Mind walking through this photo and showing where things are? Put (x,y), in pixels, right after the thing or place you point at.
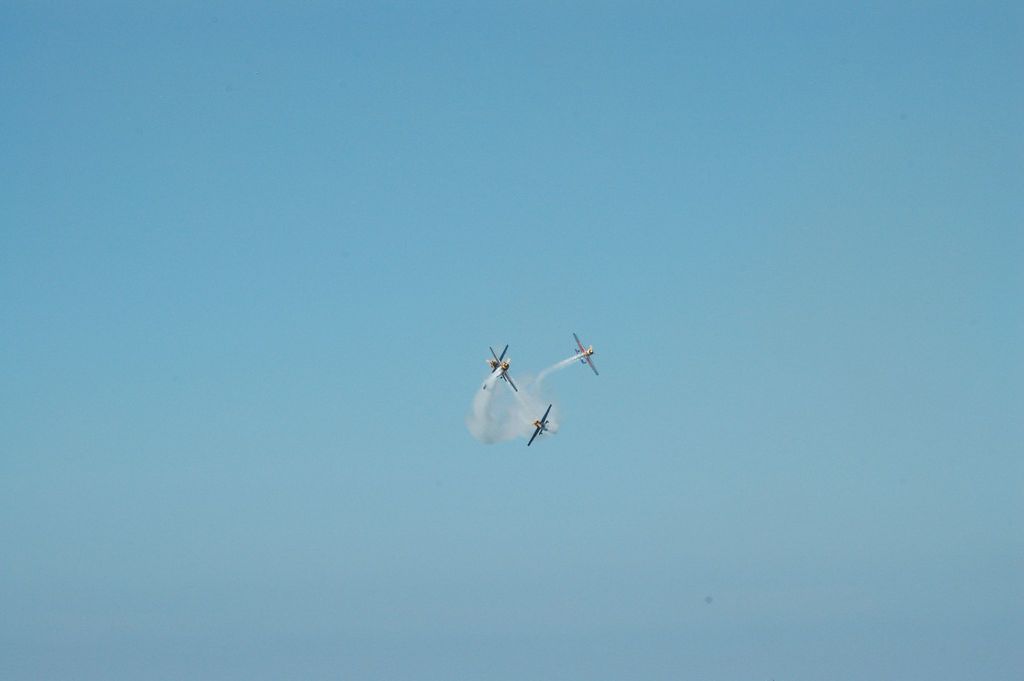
In this image we can see aeroplanes (584,358) flying in the sky (531,408).
